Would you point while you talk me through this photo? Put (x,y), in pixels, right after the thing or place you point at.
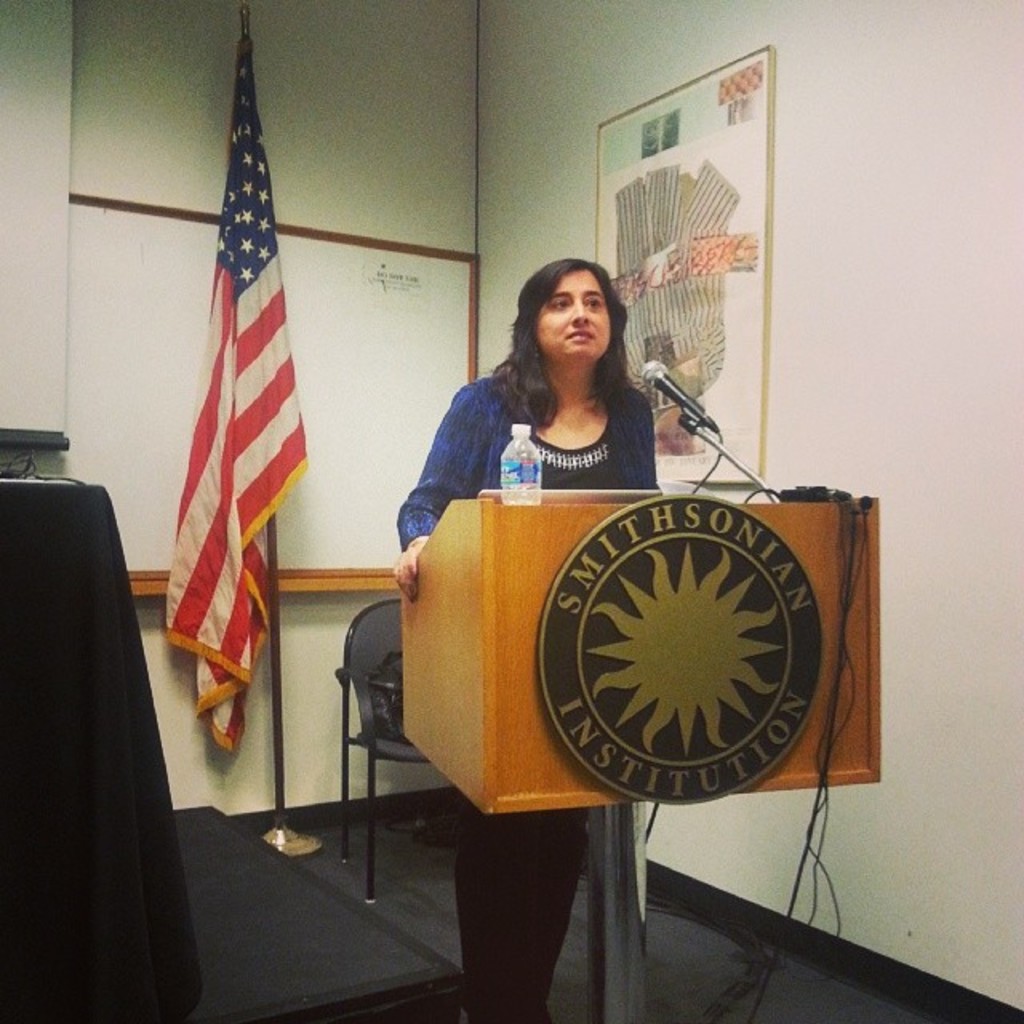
In this image in the front (590,734) there is a podium (505,729) and on the podium (542,745) there is a board (672,666) with some text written on it and on the top of the podium (829,528) there is a mic (677,390) and there are wires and there is a bottle (507,479). In the center (583,426) there is a woman (595,468) standing and in the background (232,439) there is a flag (240,403), there is a chair (360,694) which is black in colour and on the right side of the wall (799,322) there is a frame (741,292) and behind the flag (254,370) in the background (190,373) there is a board (167,396) which is white in colour and on the left side (43,719) there is an object (44,793) which is black in colour.
